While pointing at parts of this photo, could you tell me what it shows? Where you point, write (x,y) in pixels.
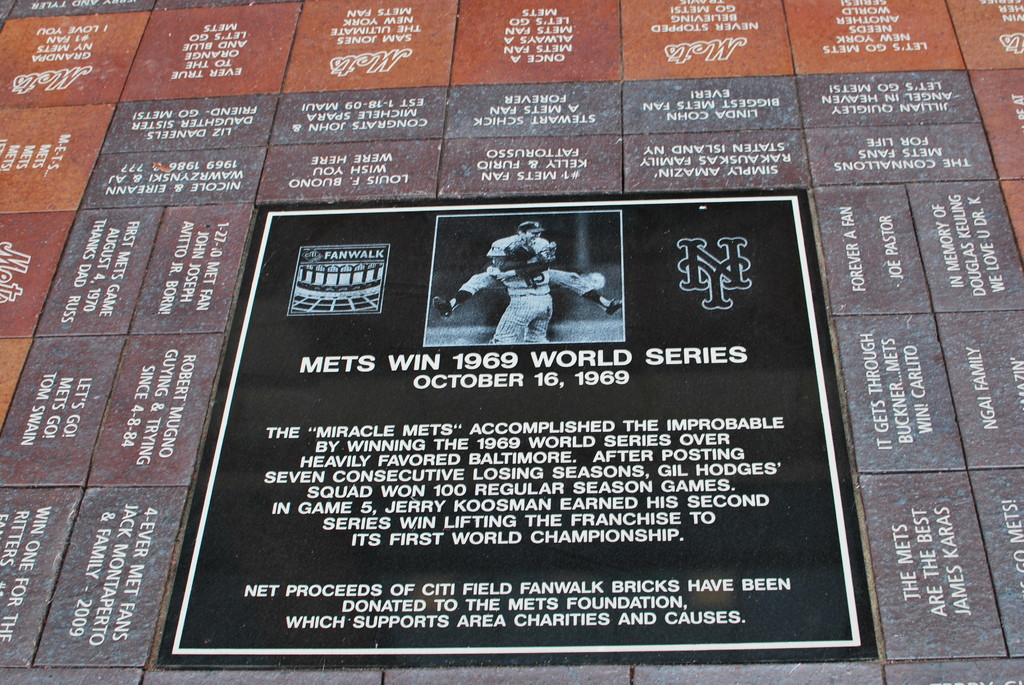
There is a board (320,285) having image (599,256) of two persons (525,334) and white color texts (509,588). This board (587,514) is on the ground (124,498) which is having name boards (318,44).
